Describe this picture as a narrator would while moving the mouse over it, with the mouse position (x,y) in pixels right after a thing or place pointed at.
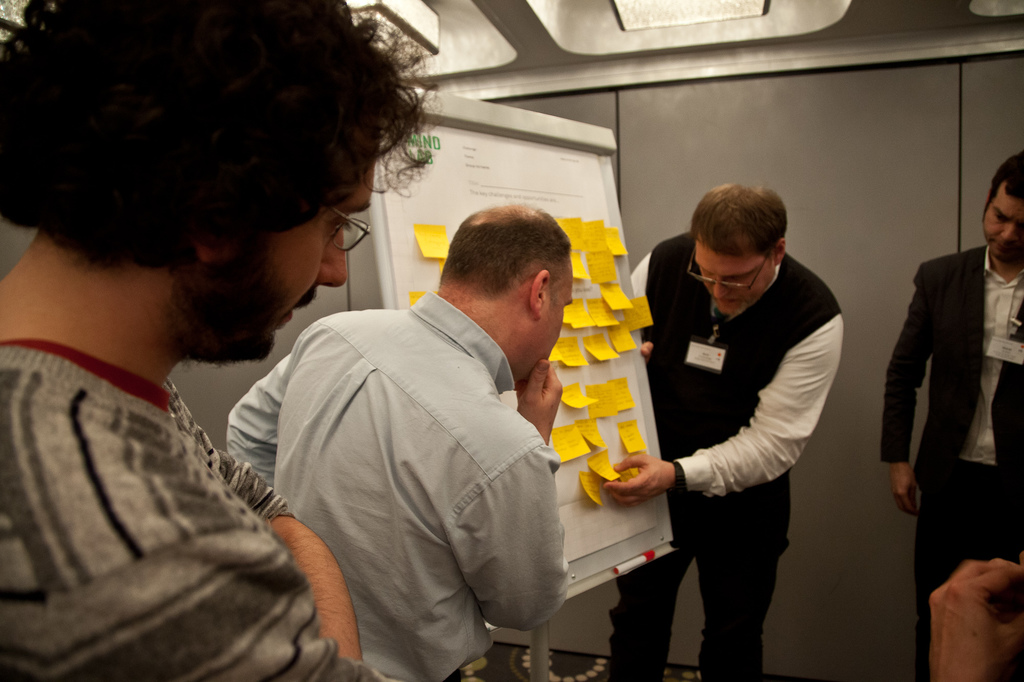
In this image, we can see people (746,203) and some are wearing glasses (707,286), coats (919,332) and id cards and we can see stickers (574,316) and a marker (645,556) on the board (617,219). In the background (647,146), there is a wall (841,469) and at the bottom (578,664), there is a floor (509,656).
